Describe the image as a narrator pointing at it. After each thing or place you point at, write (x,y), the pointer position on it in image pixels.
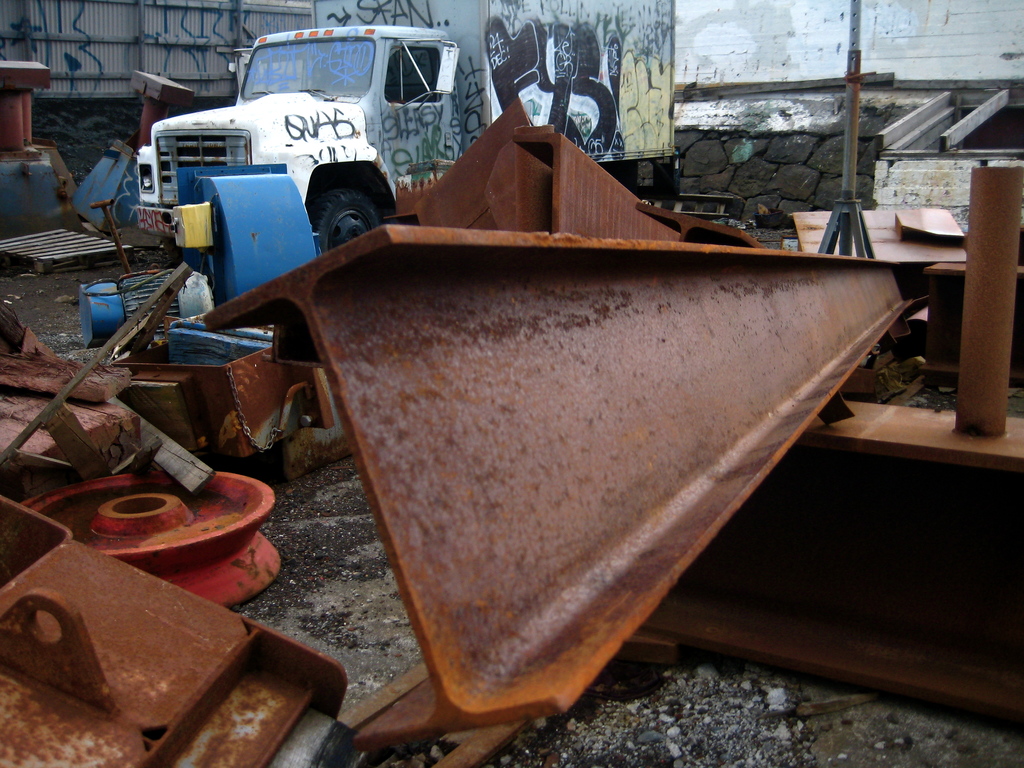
In this image we can see many iron objects (592,432). In the back (367,112) there is a vehicle (367,61). On the vehicle (409,89) there is graffiti (554,35). In the background (140,68) there is a wall (731,141). Also there is a pole (847,145).
